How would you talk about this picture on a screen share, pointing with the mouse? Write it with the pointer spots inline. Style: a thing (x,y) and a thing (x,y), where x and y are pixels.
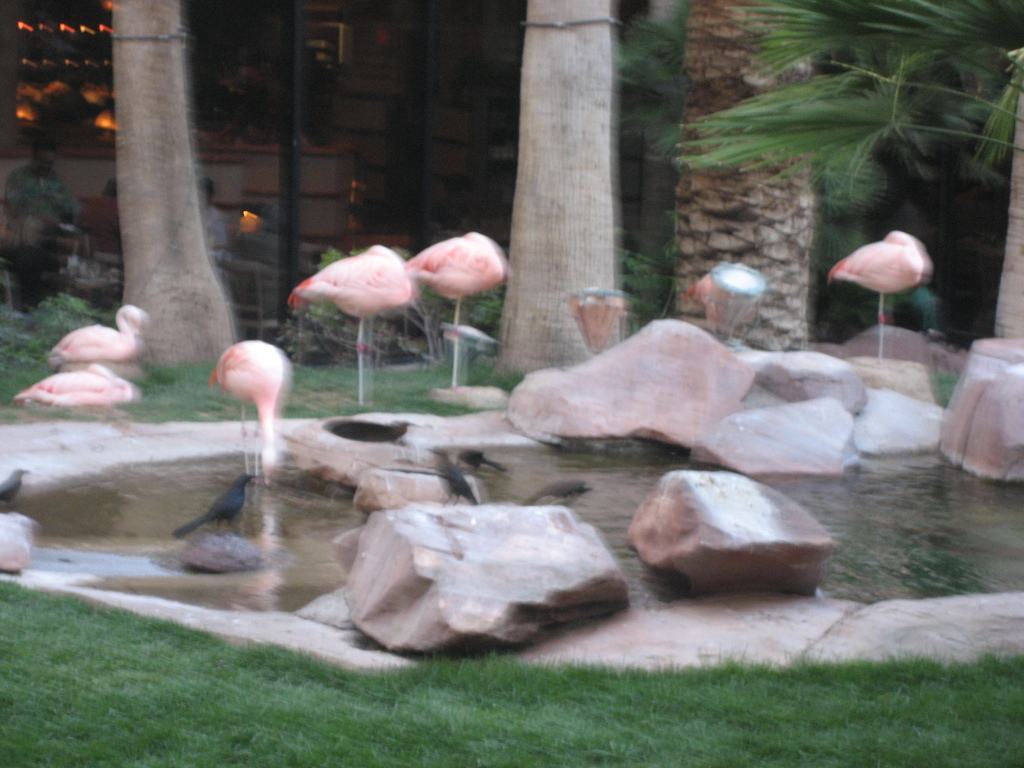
In the picture there is a small water surface (321,494) and around that there are flamingos (118,333) and birds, behind the flamingos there are tall trees (158,246) and grass (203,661).
